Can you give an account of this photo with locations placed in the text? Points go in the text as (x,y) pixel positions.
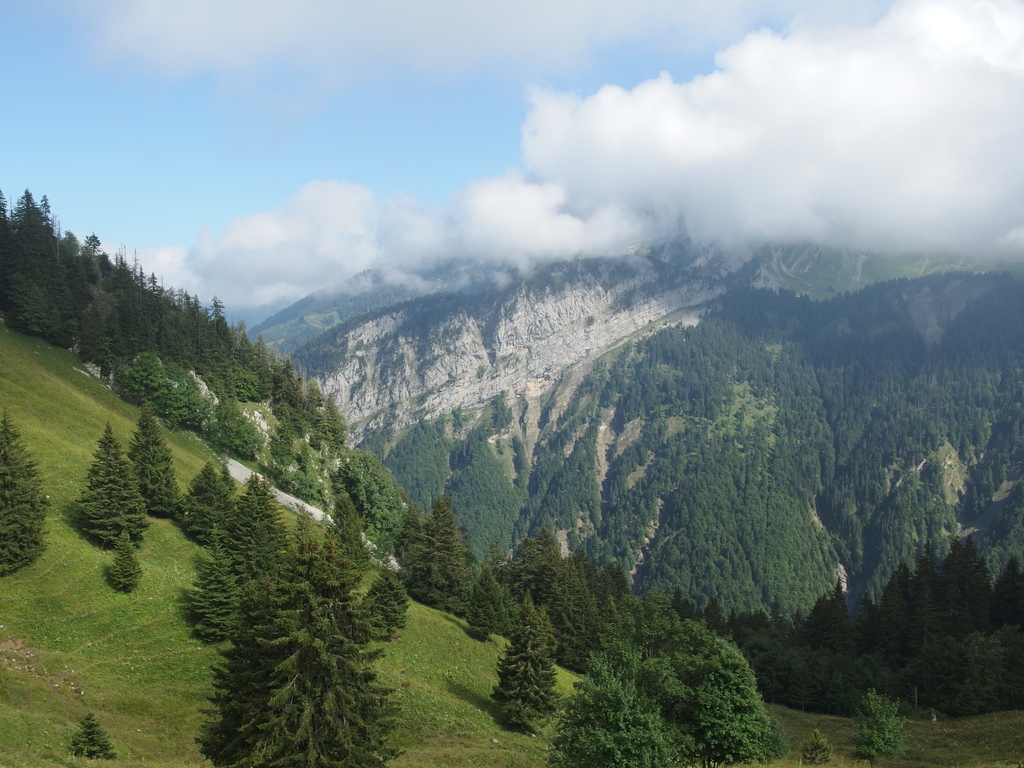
In this image I can see few green trees (609,677), mountains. The sky (543,129) is blue and white color.
